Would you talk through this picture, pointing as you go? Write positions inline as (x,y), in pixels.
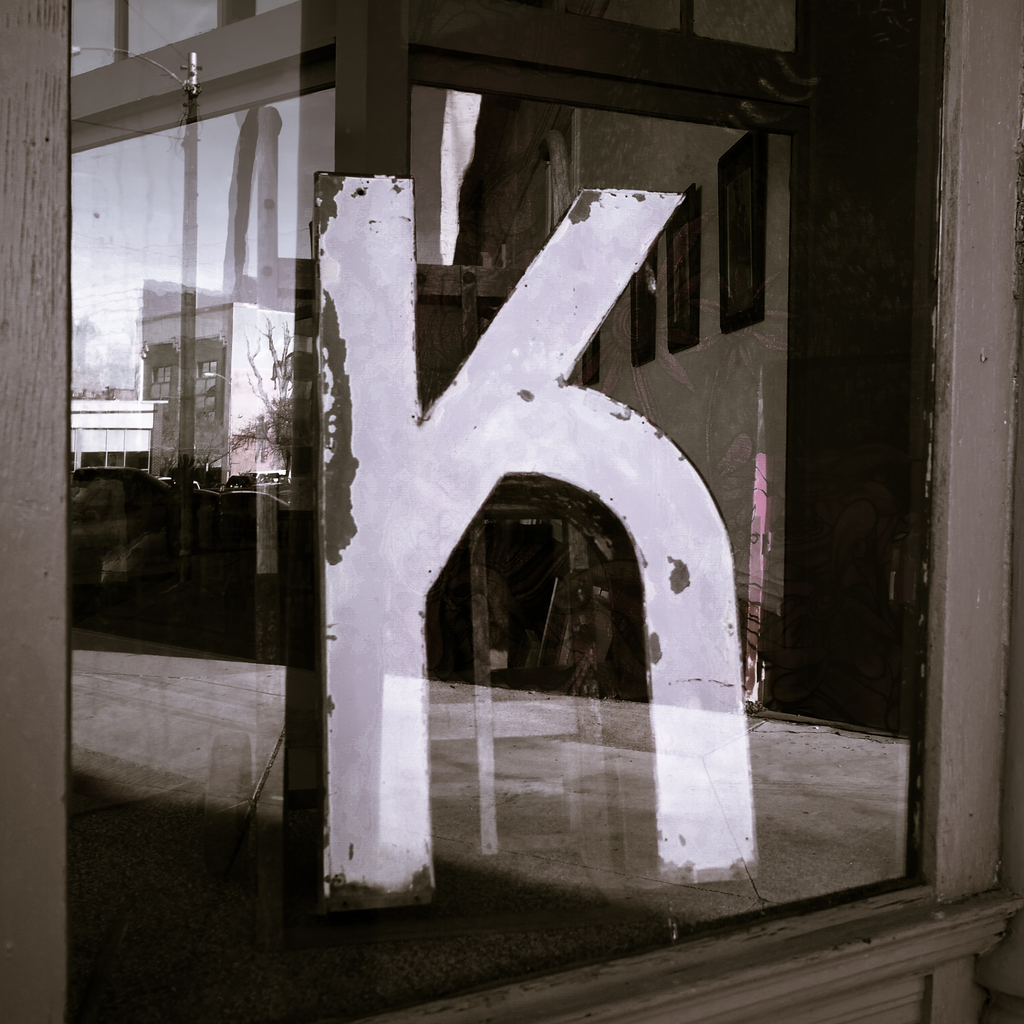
In this picture, we see the glass window (671,339) on which the letter "k" (426,507) is written. From the window (290,362), we can see the buildings (262,341), trees (273,355) and a street light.
